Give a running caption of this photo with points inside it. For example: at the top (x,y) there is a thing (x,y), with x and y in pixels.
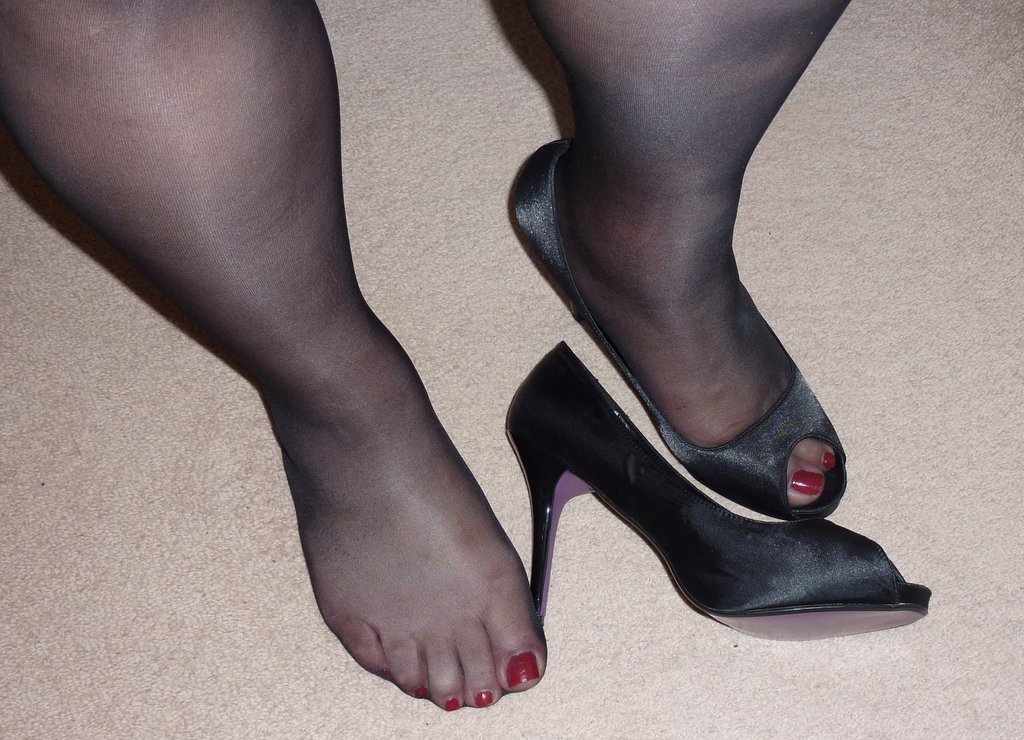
In the center of the image (362,362) a person legs (206,135) and satin heels (675,504) are there. In the background of the image (710,497) floor (568,662) is present.
